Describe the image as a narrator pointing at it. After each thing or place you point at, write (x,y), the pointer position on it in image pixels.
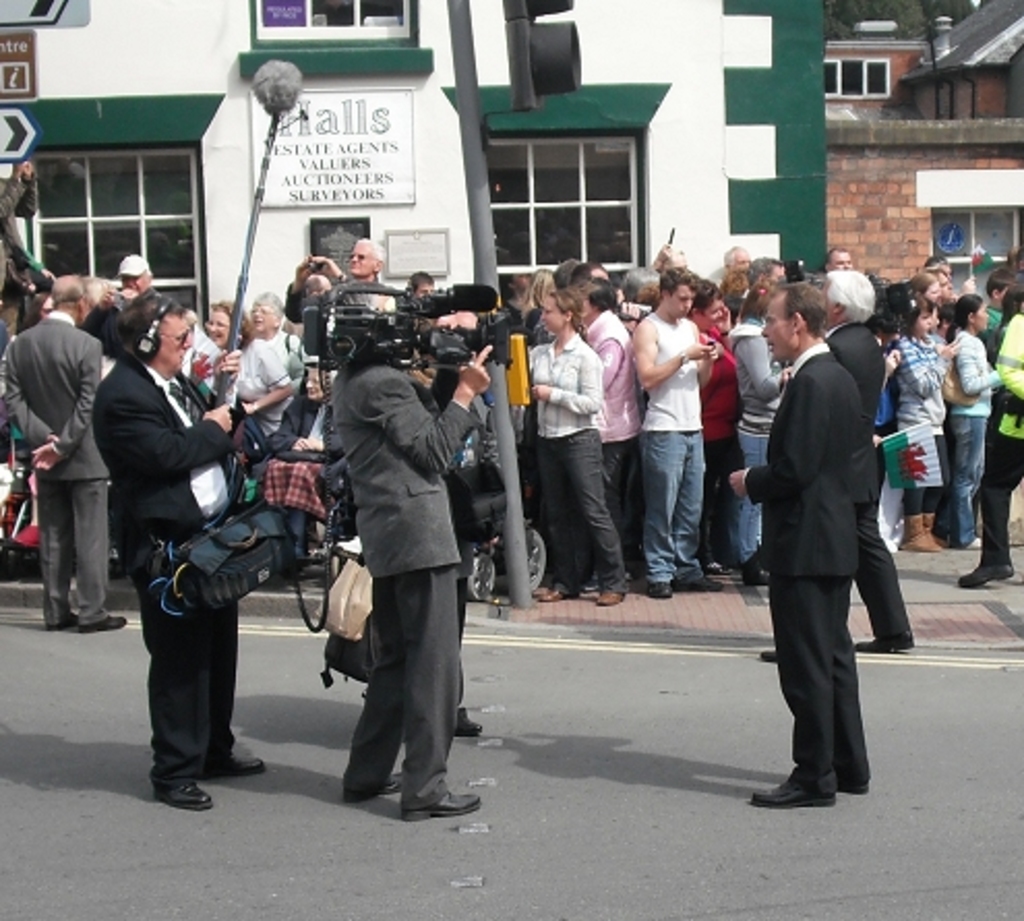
On the right side (803,362), there is a person (835,389) in a suit (770,572), standing on a road (747,810) and speaking. On the left side (341,456), there is a person (361,412) in a suit (364,512), holding a camera (363,341) and standing on the road (387,814). Behind him, there is a person (187,447) holding a stick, which is having a microphone (287,105) and standing. In the background (59,319), there are other persons (74,338), some of them are standing a footpath (560,608), on which there is a pole (465,41) and there are buildings (741,78).
